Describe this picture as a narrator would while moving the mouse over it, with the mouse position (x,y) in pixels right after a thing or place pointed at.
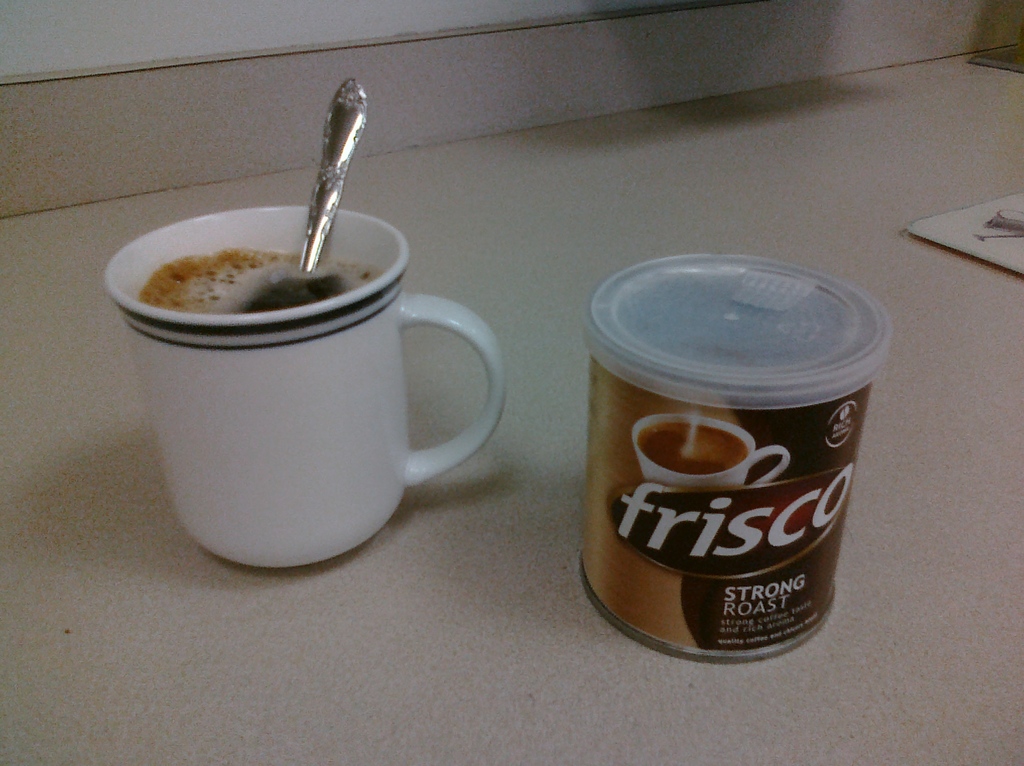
In this image, we can see a tea cup (369,410) and there is a spoon (314,223) in the cup (303,296), we can see a coffee bottle (742,489) on the surface (463,665).
